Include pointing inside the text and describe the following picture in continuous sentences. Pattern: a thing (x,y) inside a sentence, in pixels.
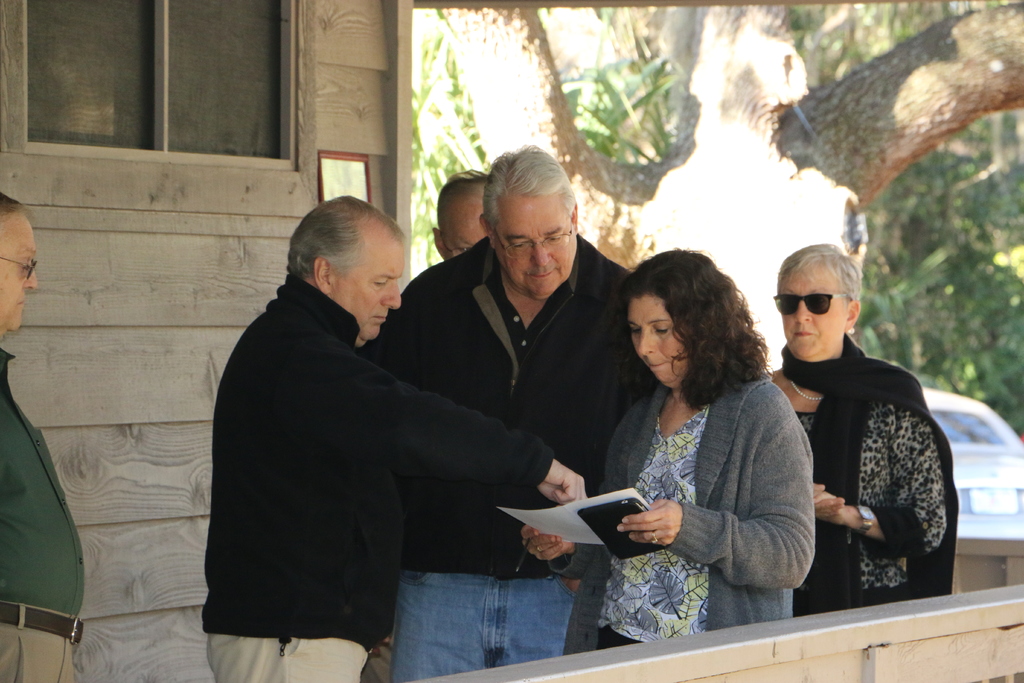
In this image in the center (611,429) there are persons (601,451) standing. In the front (702,445) there is a woman (705,494) standing and holding a paper (557,516) in her hand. In the background (585,62) there are trees (806,192), there is a car (963,446) and there is a wall (189,258) and a window (162,88). In the front (831,641) there is a wall (959,646).
